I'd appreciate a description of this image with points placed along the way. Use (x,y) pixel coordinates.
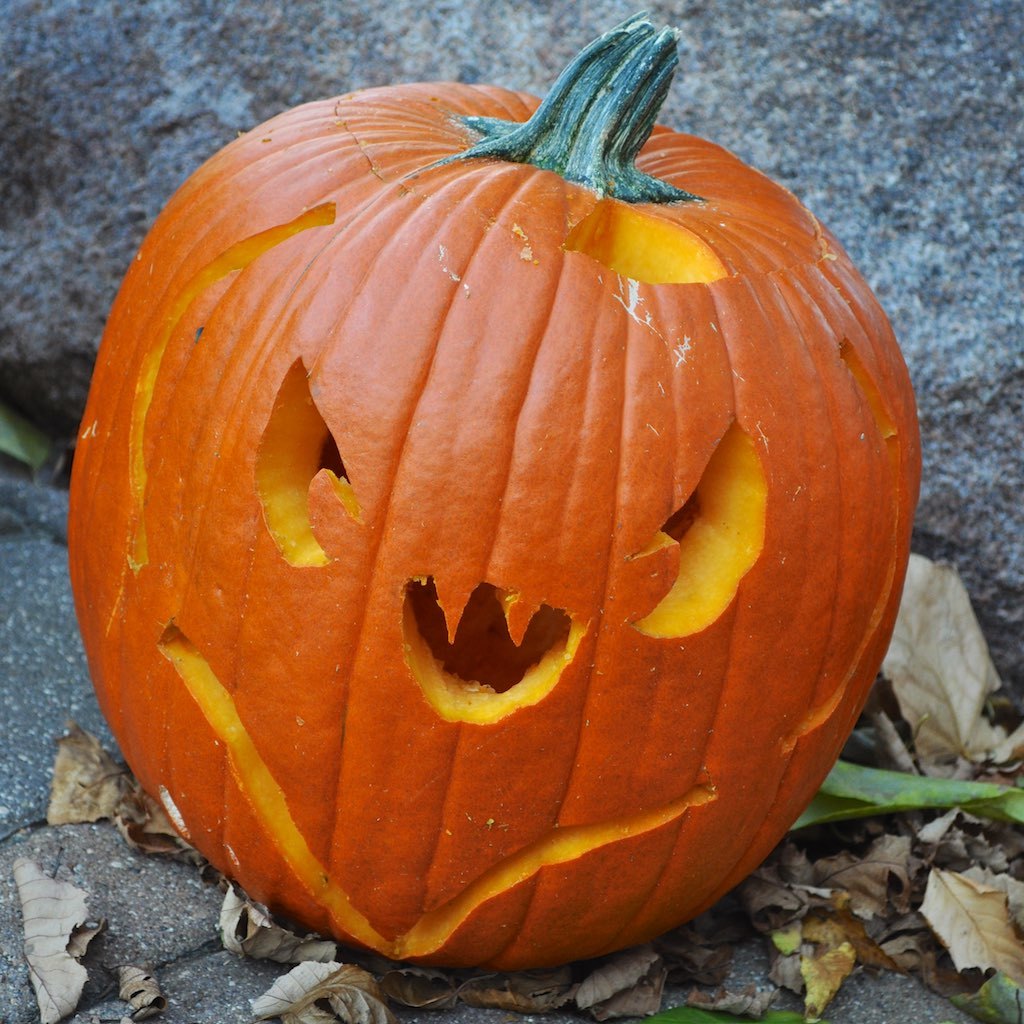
In this image I can see an orange colour pumpkin (371,243) and around it I can see leaves (851,766) on the ground (856,967).
